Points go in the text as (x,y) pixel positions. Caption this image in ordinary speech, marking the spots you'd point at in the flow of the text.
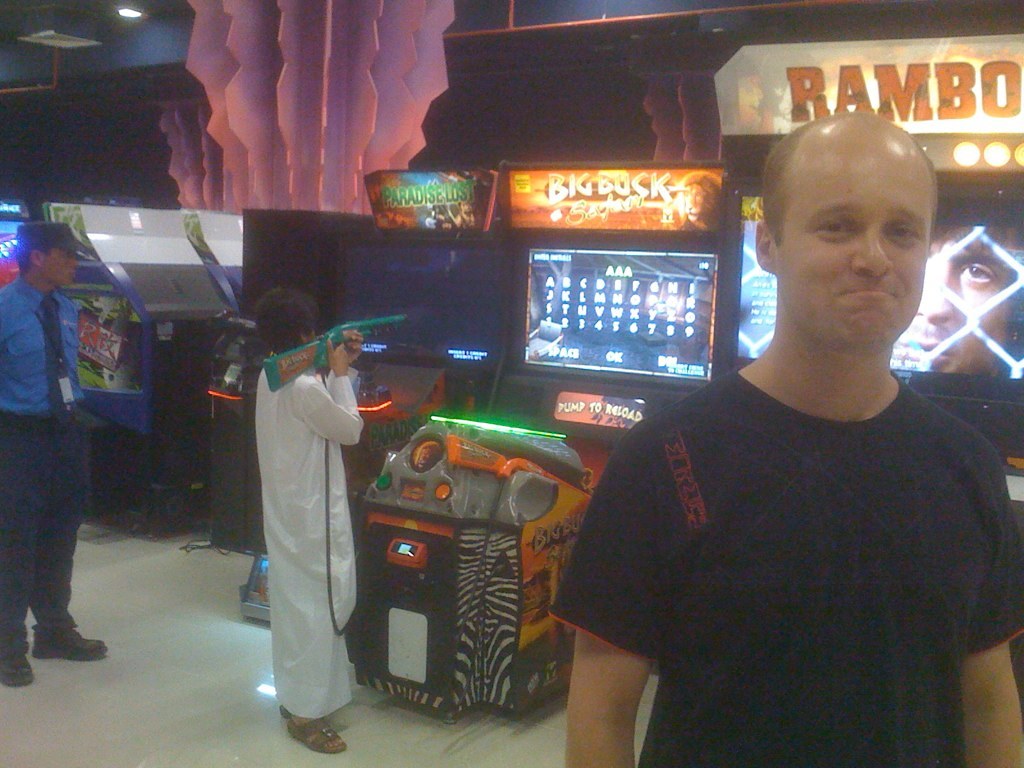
In the bottom right corner of the image (805,656) a person (919,420) is standing and smiling. Behind him there are some video game screens (380,302). In the middle of the image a boy (296,289) is standing and holding a gun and playing a video game. In the bottom left corner of the image (19,636) a person (26,234) is standing and watching. At the top of the image (967,7) there is ceiling (9,28), on the ceiling (120,46) there are some lights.
